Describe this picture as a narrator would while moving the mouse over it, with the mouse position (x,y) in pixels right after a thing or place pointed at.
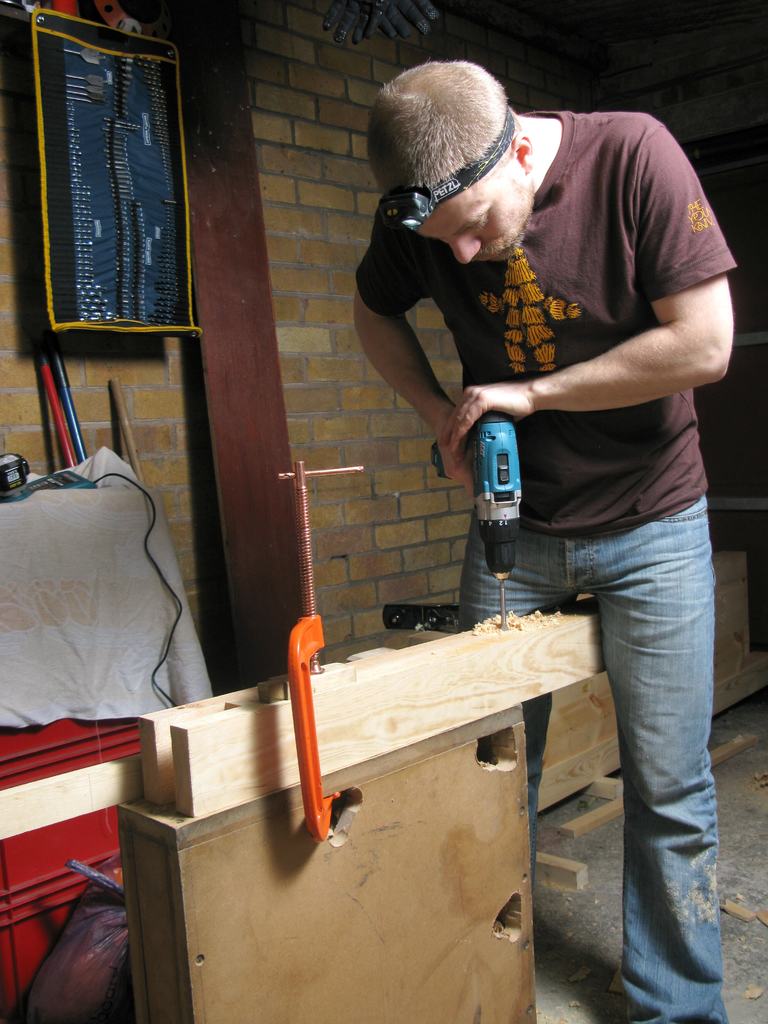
In the image we can see a man (596,524) standing, wearing clothes (641,546) and drill machine (509,538) in the hands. Here we can see wooden sheets (398,826) and cable wire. Here we can see cloth (75,664), brick wall (293,284), tool bag (43,223) and the floor (554,966).
